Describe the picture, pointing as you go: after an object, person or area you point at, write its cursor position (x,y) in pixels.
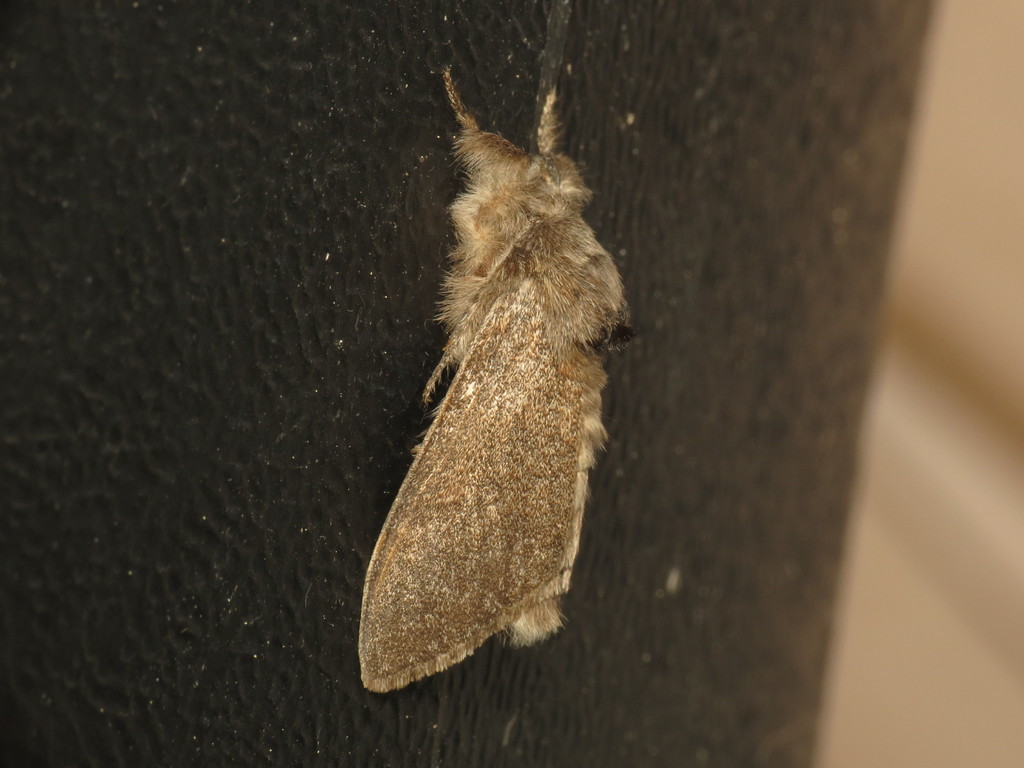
This is a zoomed in picture. In the center (603,423) there is a moth (566,403) on a black color object (750,594). The background of the image (984,79) is blurry.
